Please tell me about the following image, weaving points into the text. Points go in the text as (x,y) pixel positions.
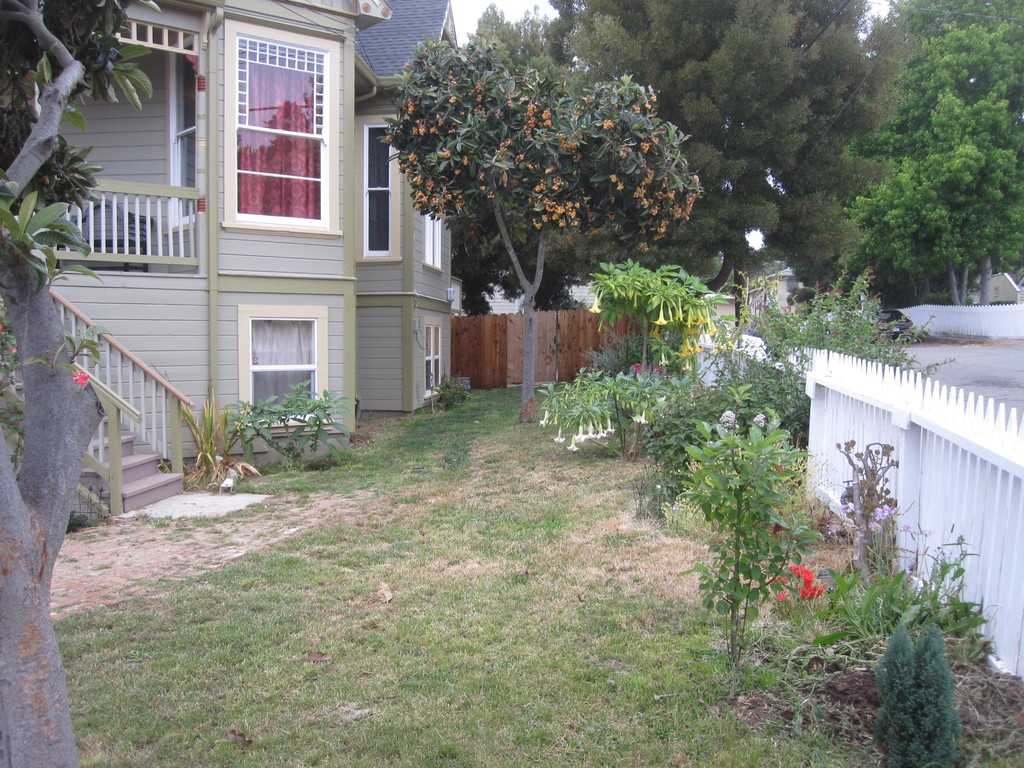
In this image we can see some houses (259,281), wooden fencing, grass (666,617) and in the background of the image (937,149) there are some trees (986,137) and road (948,356).
